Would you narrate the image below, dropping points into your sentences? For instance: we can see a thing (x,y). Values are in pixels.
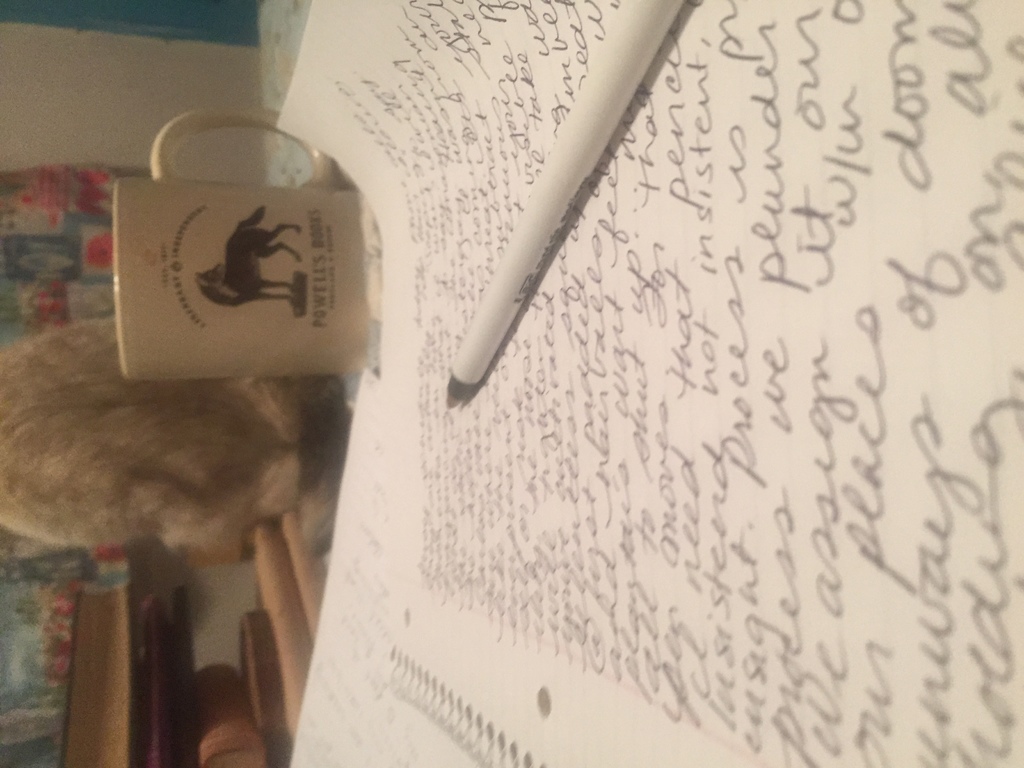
In this image we can see the books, paper (473,267) with text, pen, cup (284,320) and a few objects (274,394). In the background (104,185), we can see the wall (50,128) with a cloth (37,224).
